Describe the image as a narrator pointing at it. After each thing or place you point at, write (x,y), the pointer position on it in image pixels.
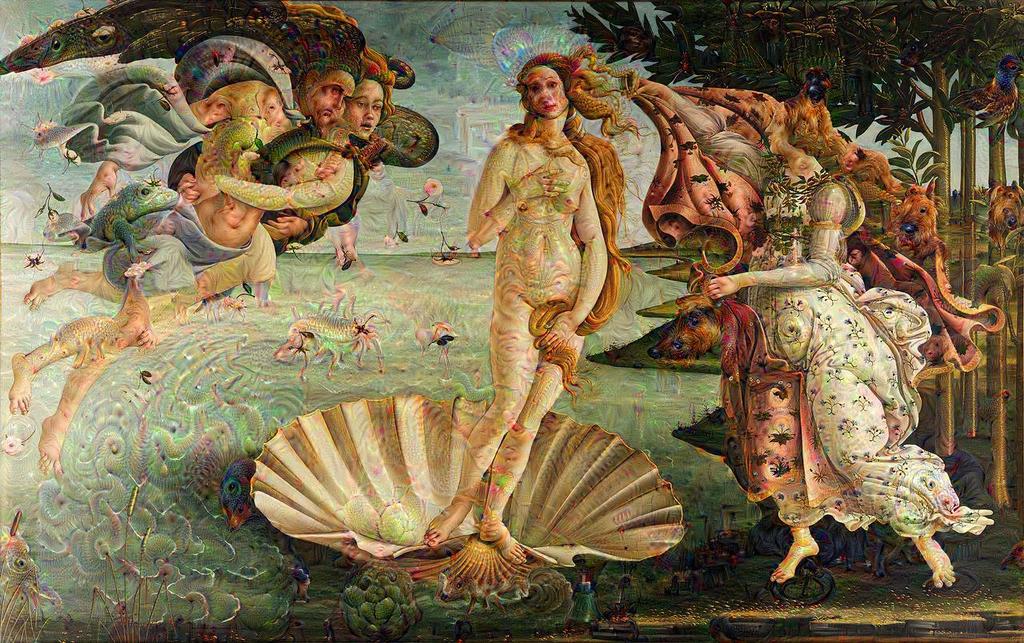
In this picture I can see painting (559,329) of people (580,284), trees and other things (558,433).
